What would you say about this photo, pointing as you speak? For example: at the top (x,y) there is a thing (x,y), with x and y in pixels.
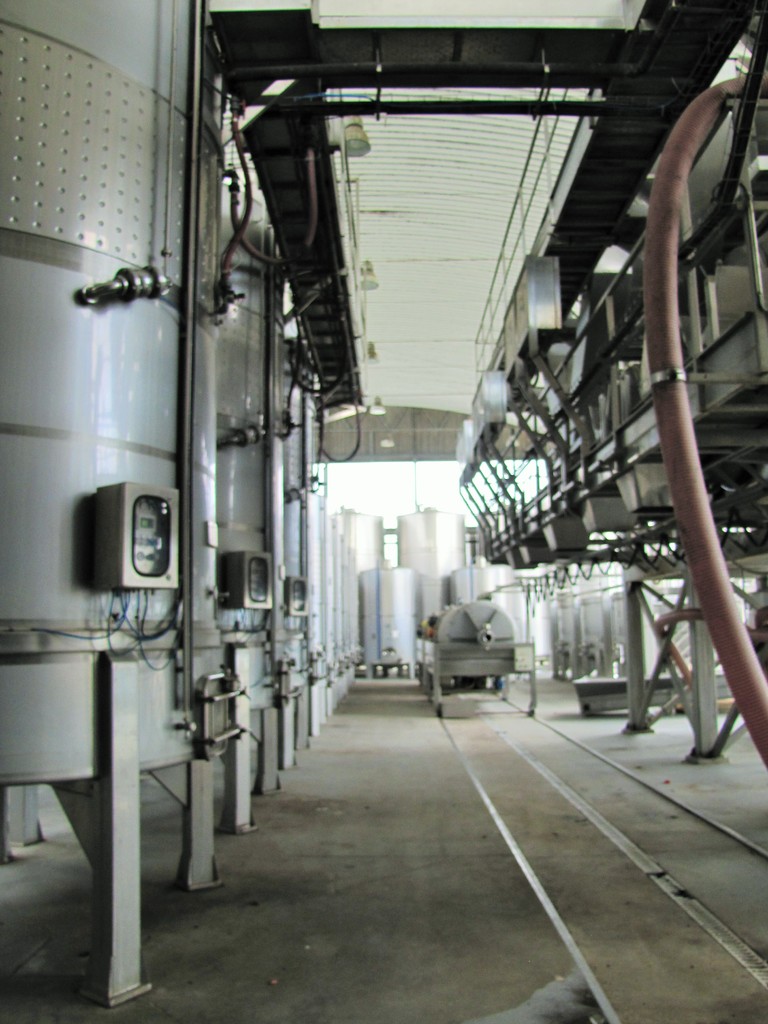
In this picture I can see many machines (205,161) on either side of the path (344,735).
